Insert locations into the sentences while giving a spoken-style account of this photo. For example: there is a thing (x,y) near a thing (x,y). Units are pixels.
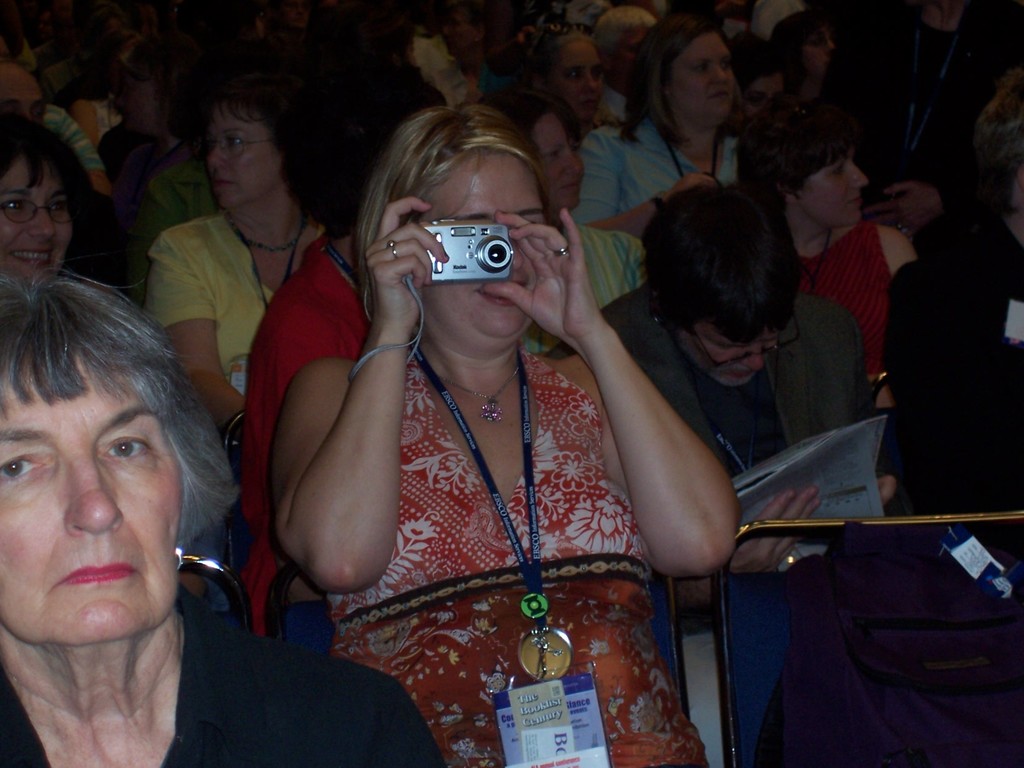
In this image I can see a woman (451,577) wearing orange colored dress (444,548) is sitting on a chair (669,624) and holding a camera (494,274) which is silver in color in her hand (410,234) and to the left side of the image (253,720) I can see another woman (266,675) wearing black dress (248,694) is sitting on the chair (227,616). In the background (254,482) I can see several persons (189,151) sitting on chairs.
